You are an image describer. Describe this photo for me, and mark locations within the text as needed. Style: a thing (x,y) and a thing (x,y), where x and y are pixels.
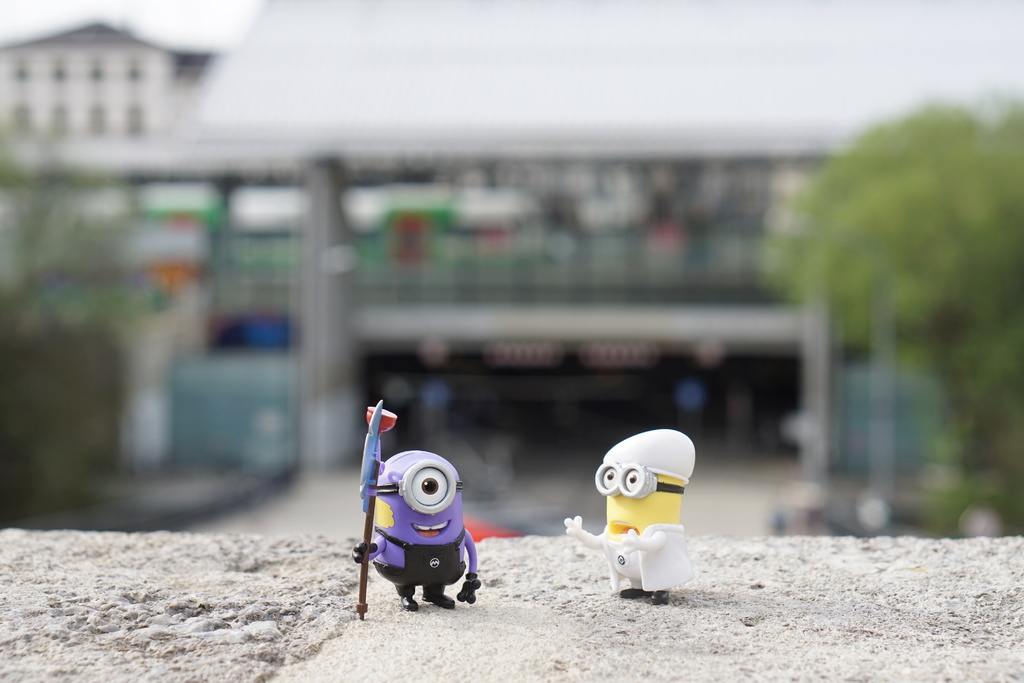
In this image we can see two toys (606,555) on the grey color surface (289,616). In the background (123,266), we can see trees (65,337) and buildings (359,224).
